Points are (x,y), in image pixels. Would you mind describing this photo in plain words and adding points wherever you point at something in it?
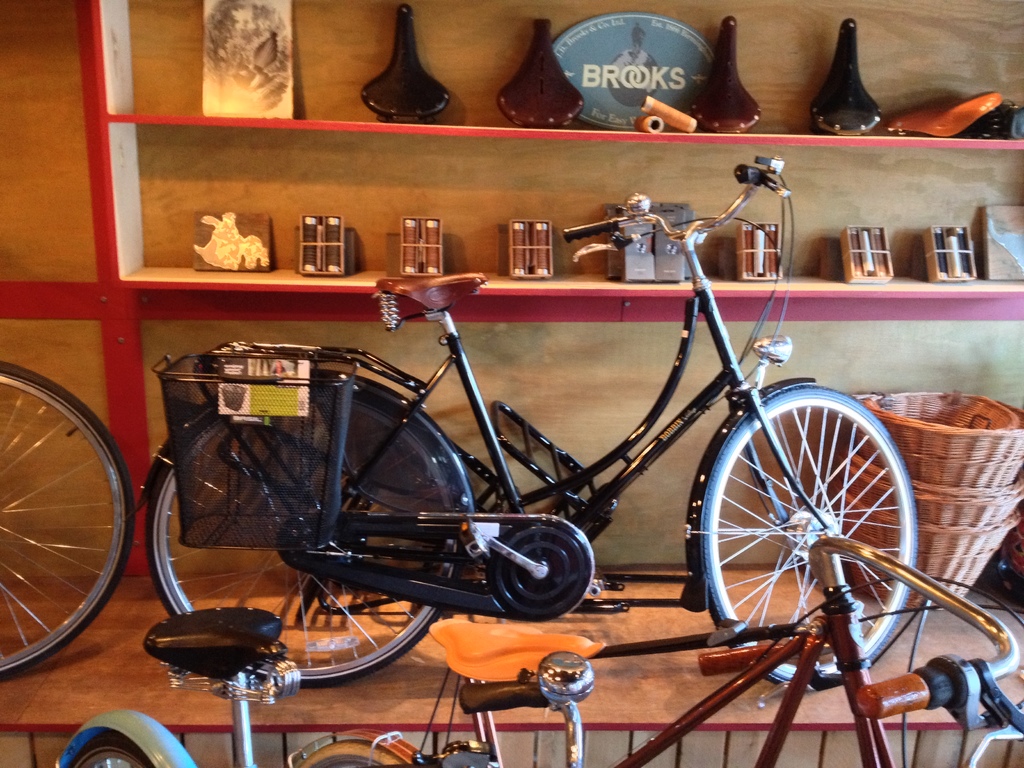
In this image we can see some bicycles (782,498). On the backside (668,305) we can see some shelves (500,281) containing some frames (603,93), saddles (517,112), grips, some boxes (316,218) and baskets (897,440) inside it.
